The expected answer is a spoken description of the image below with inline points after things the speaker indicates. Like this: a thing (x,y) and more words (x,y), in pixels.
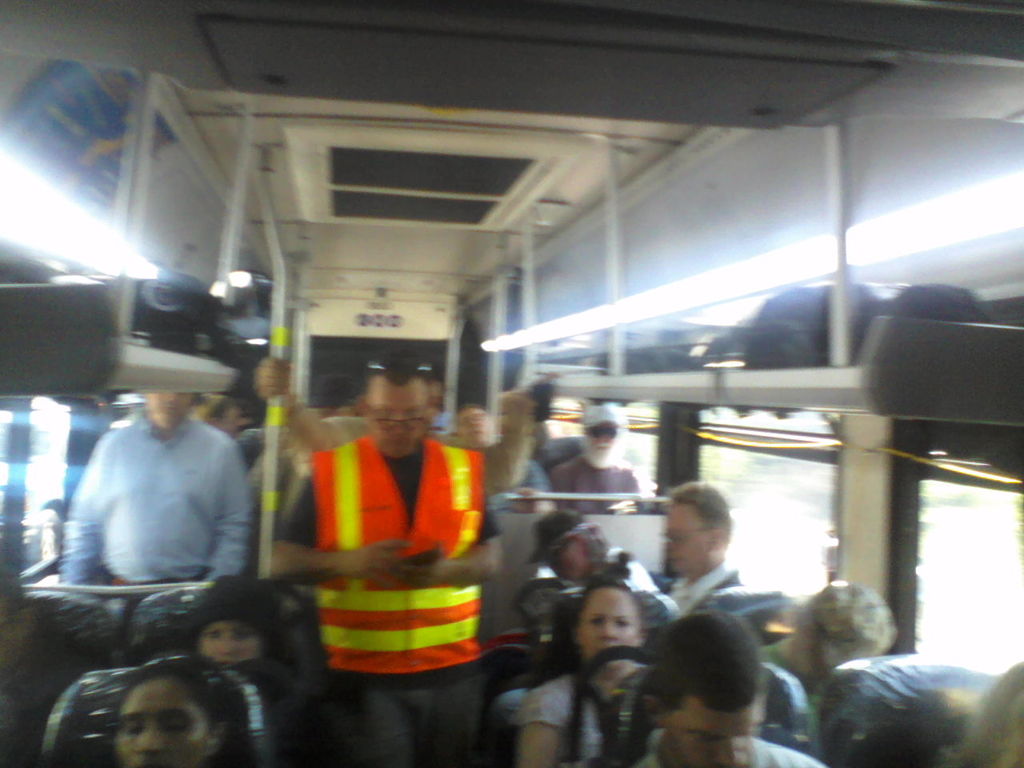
In this image there are few people (469,493) standing and sitting in seats (488,643) in a bus (589,387) with metal rods (272,468) and glass windows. On the luggage platform (589,387) there are some luggages (793,298) placed.
